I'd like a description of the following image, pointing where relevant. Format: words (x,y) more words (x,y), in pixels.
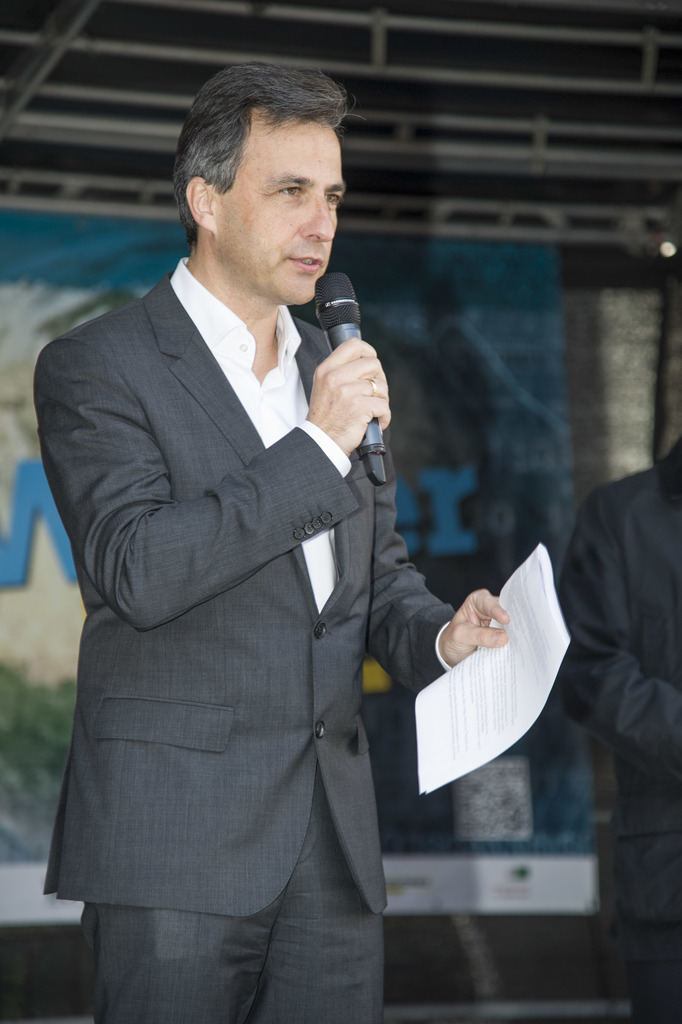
As we can see in the image there is a man (257,442) holding mike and paper (514,661) in his hand (492,644).
